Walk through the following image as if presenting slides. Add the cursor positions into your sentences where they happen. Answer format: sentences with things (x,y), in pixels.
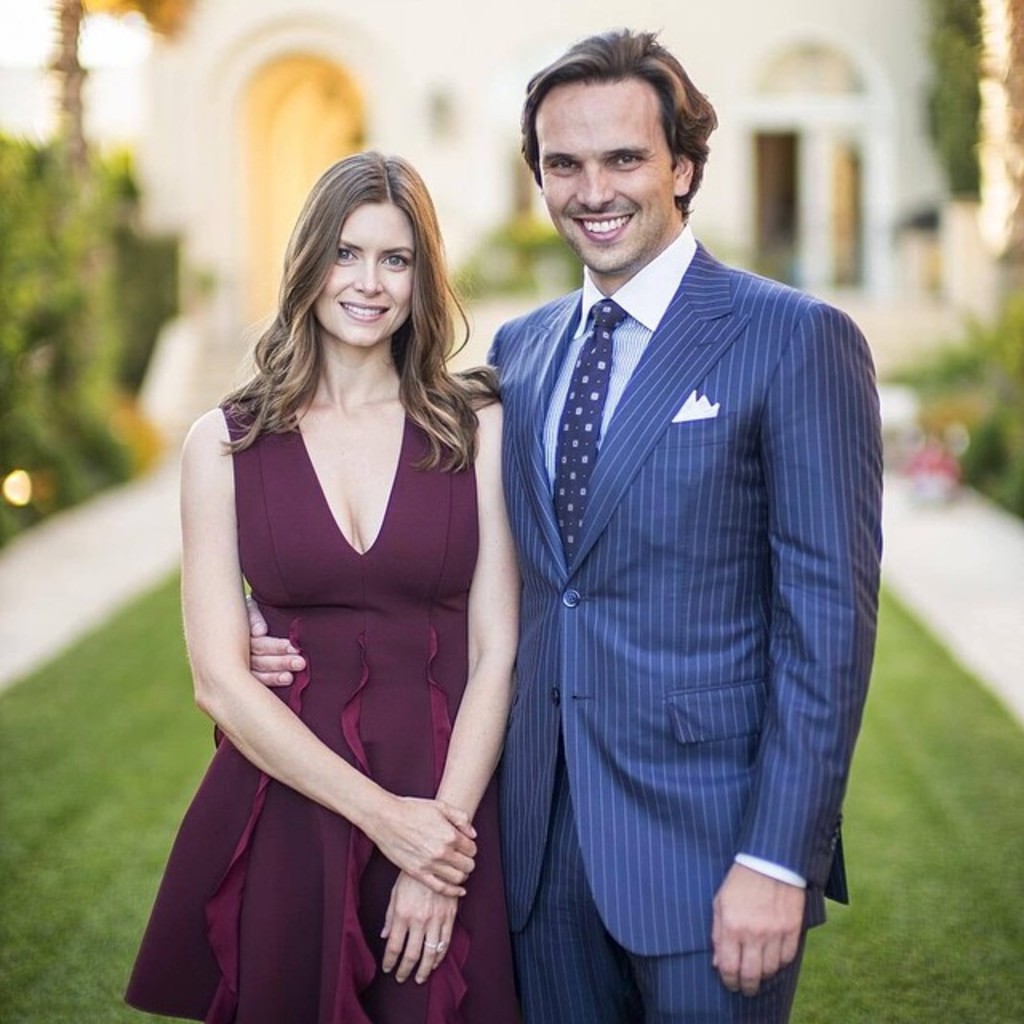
In the foreground of this image (602,826), there is a couple (495,605) standing. In the background (939,372), we can see the greenery (9,277) and the remaining objects (268,125) are not clear.
